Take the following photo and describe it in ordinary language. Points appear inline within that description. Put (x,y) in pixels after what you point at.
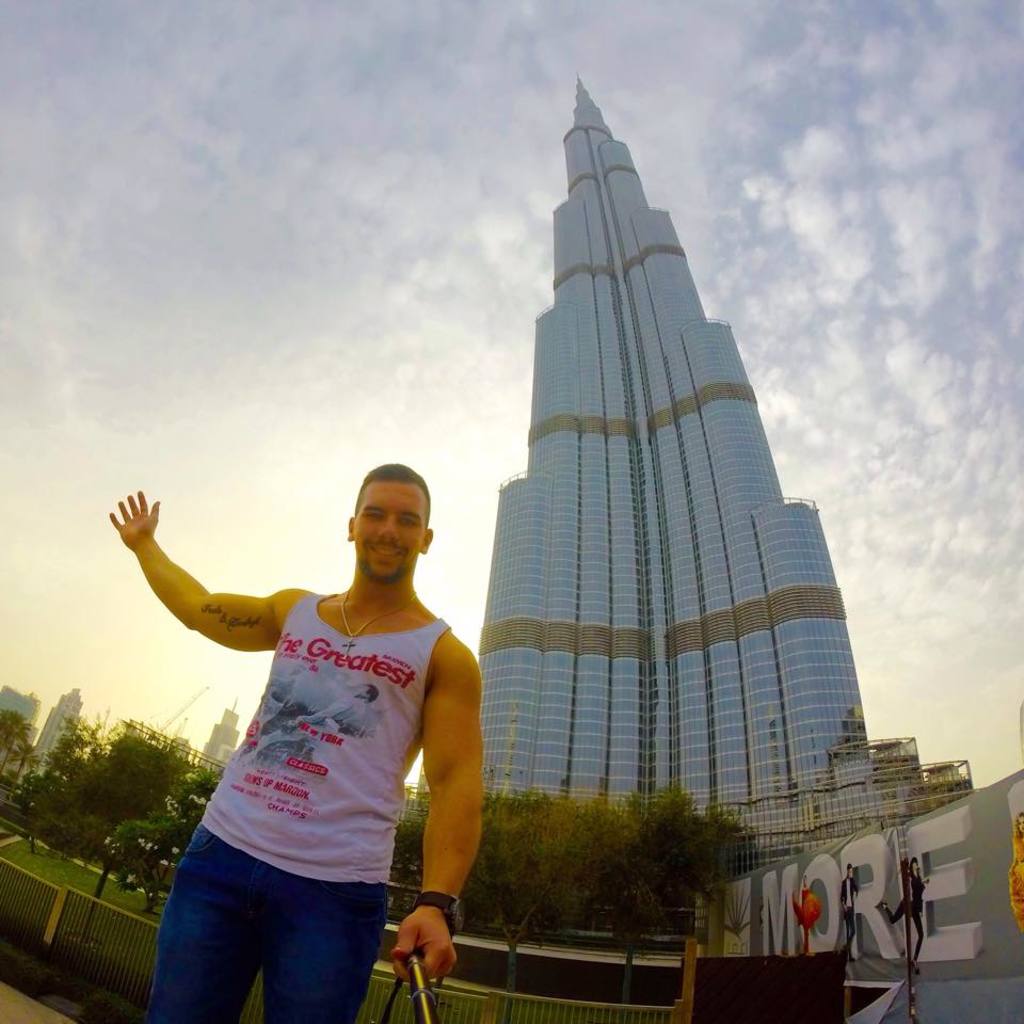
In the image we can see there is a man (387,821) standing and he is holding stick (415,965) in his hand (427,961). There are buildings (630,579) and there are trees (549,858).
